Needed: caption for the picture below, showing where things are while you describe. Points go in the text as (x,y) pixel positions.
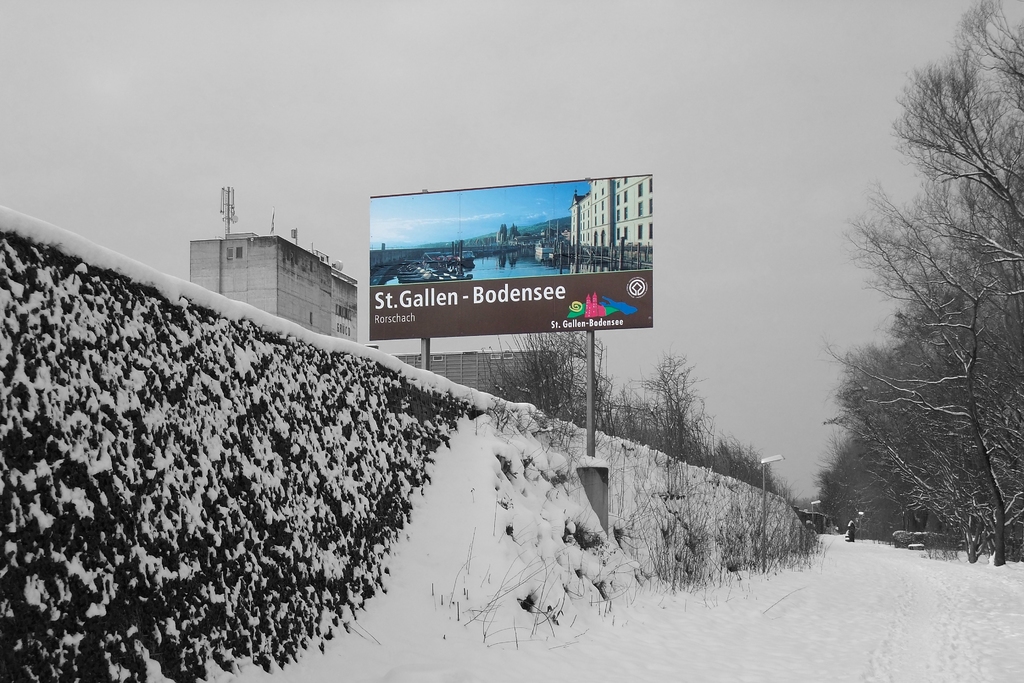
In this picture we can see a hoarding (498,330), wall (295,331), snow (280,317), trees (1019,361), buildings (320,324), light poles (811,502) and some objects (913,536) and in the background (790,190) we can see the sky (554,42).
